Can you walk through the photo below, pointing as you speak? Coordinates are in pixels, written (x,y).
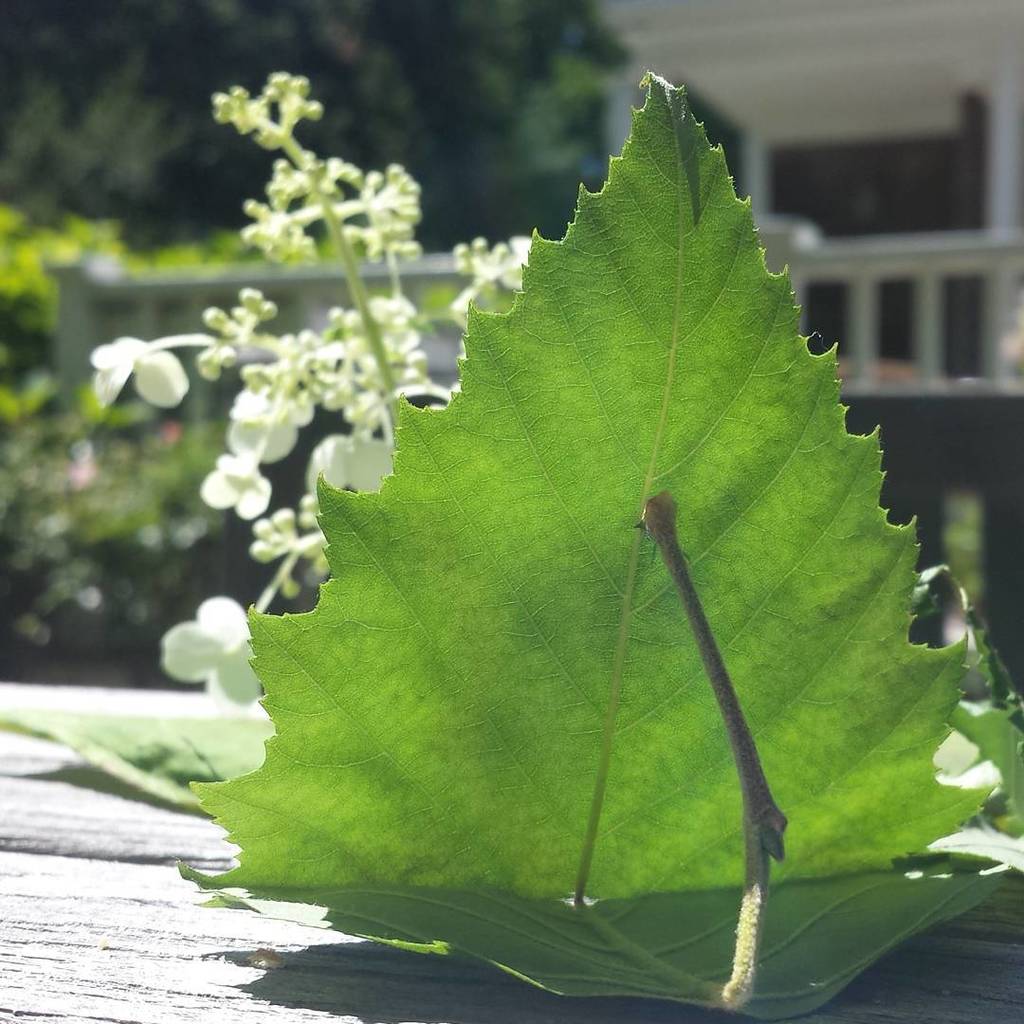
In the center of the image (443,493) we can see leaves (674,711) and flowers (482,278), which are in white color. In the background (981,215), we can see one building (861,172), fence (981,244), trees (535,203) and a few other objects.
